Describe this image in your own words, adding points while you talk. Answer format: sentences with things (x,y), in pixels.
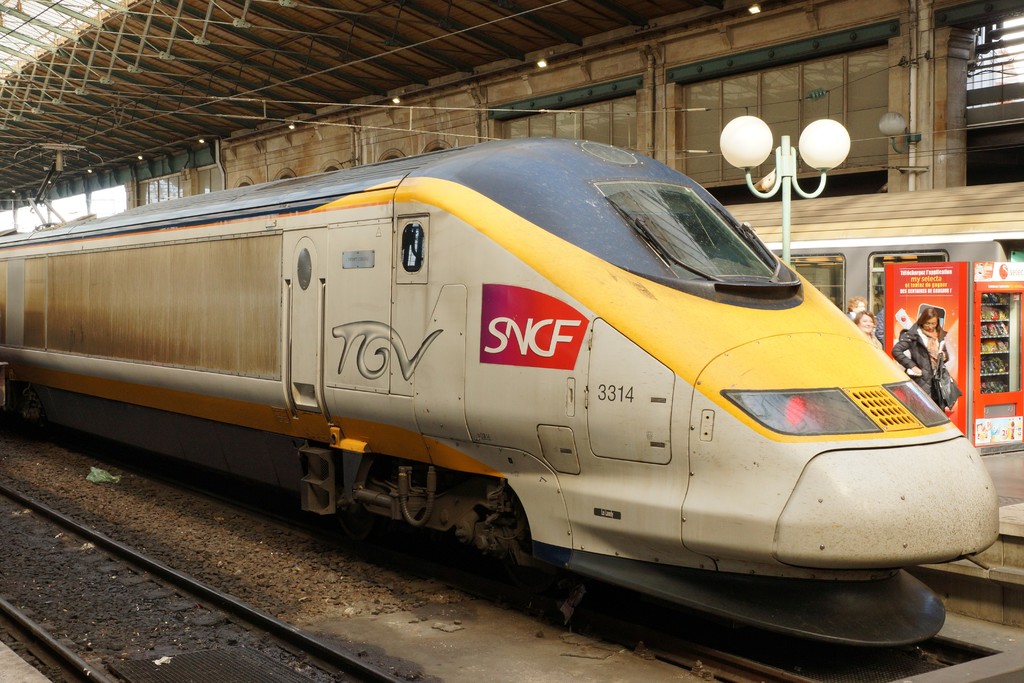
In this picture I can see a train (355,406) and another railway track (32,585) on the side and couple of them (919,338) walking and I can see pole lights (792,180) and a vending machine (978,371) on the platform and I can see few lights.
